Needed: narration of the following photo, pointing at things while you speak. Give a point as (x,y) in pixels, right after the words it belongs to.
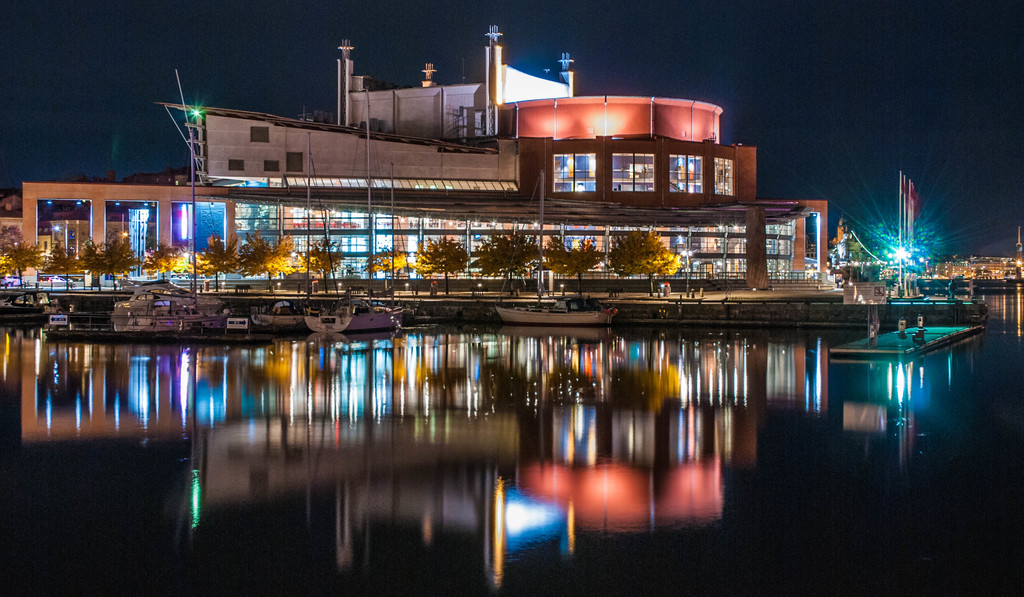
Above this water (681,389) there are boats (288,307). Here we can see buildings (706,163), poles (909,189), lights (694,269) and trees (85,256). Background (207,36) there is a dark sky (197,25).
